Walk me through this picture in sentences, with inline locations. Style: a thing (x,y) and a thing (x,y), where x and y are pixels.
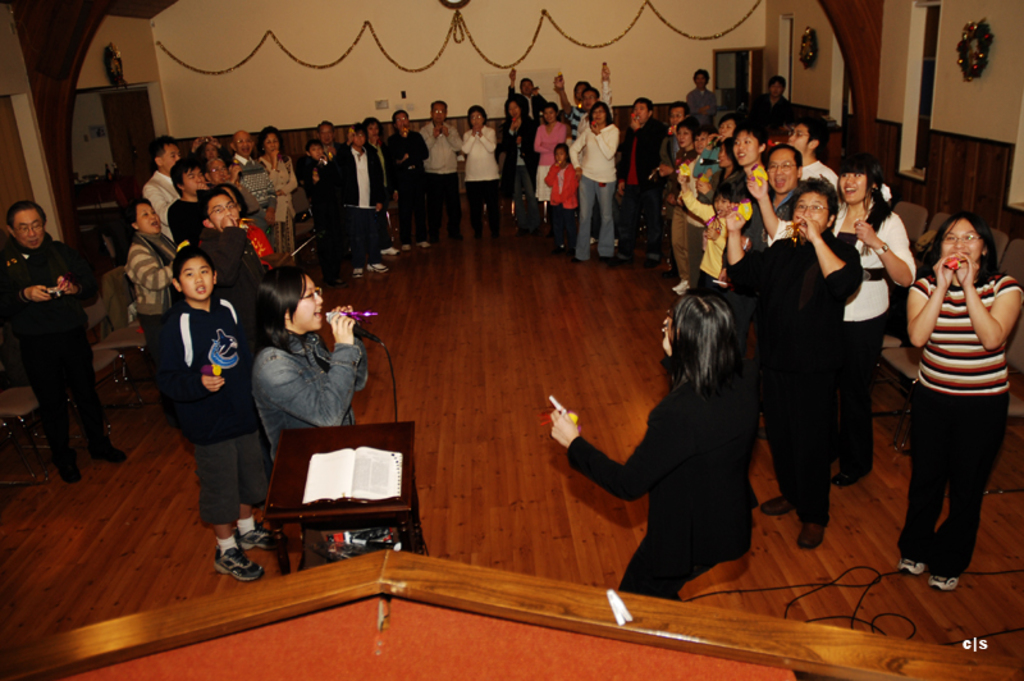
In this image we can see a woman (322,378) is holding mic (362,337). Behind so many men (376,173) and women (139,256) are standing and cheering up. The walls (680,4) of the room (243,64) is in white color and the floor (536,413) is furnished with wood (92,574). Left side of the image (38,406) chairs (7,403) are there and right side of the image (1003,252) also chairs (1023,359) are there. In front of the lady (301,383) one table (372,501) is there. On table (323,506) book (372,477) is present.
